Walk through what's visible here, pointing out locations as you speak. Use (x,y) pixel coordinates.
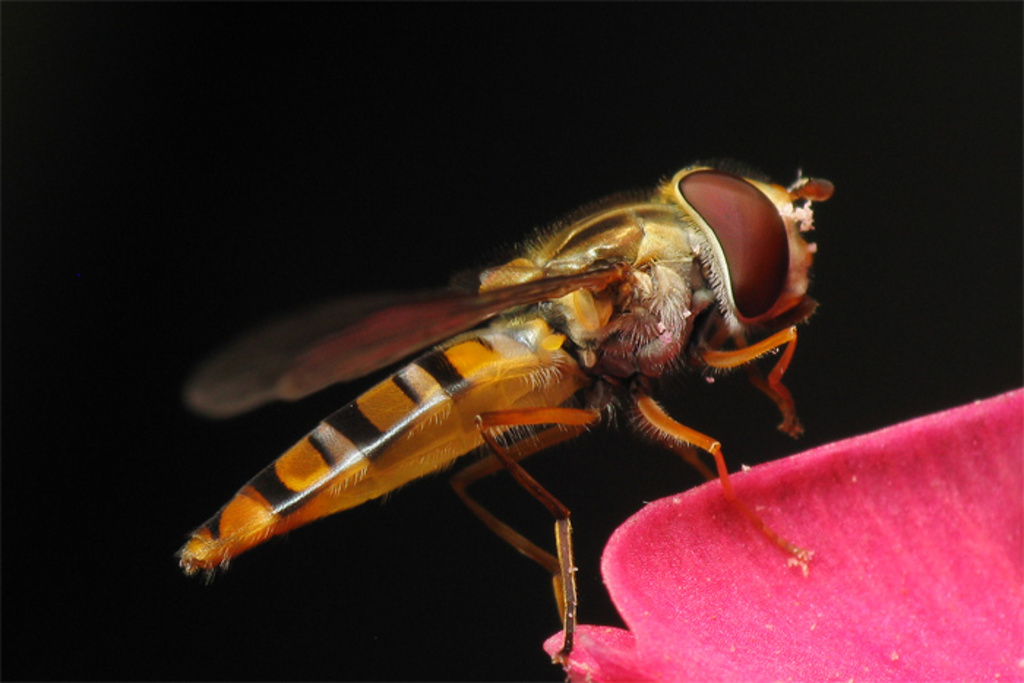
This image consists of an insect (440,303). It is in brown color.
